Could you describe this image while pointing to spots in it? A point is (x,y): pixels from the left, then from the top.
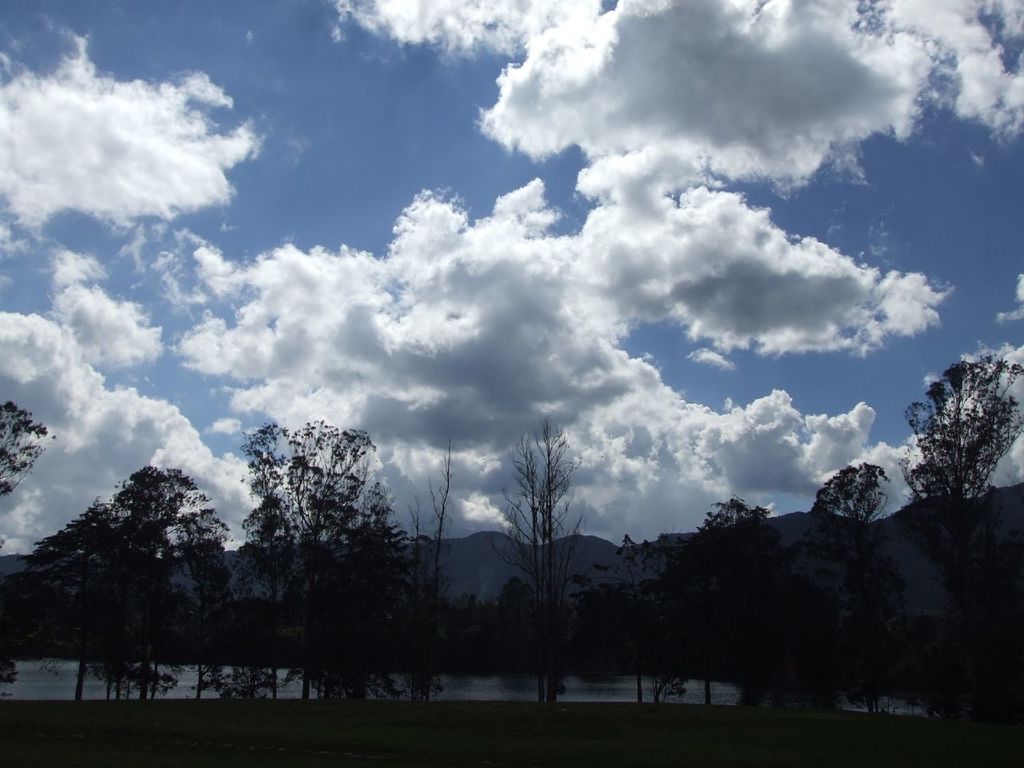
In this image I can see an open grass ground (531,715) and number of trees (736,574) in the front (225,716). In the background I can see water (30,671), mountains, clouds (534,380) and the sky (413,130).
